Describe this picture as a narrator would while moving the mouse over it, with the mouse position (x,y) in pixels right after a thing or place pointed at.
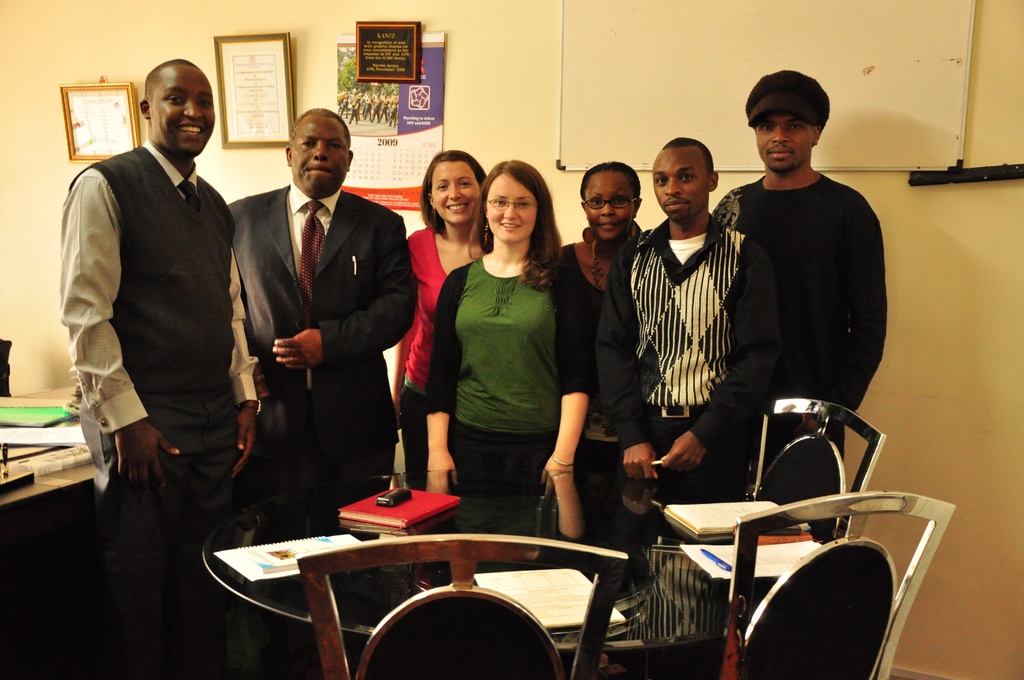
There are many people (315,267) standing here. Both men (184,330) and women (572,267) are there in this group (297,317). In front of them there is a table (665,578) on which some books (402,509), papers (691,552), pens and mobiles (391,498) were placed. There are some chairs (450,609) around the table (594,525). In the background (846,96) there is a white marker board (723,67), calendar (378,85) and some photo frames (236,65) attached to the wall (477,101).
